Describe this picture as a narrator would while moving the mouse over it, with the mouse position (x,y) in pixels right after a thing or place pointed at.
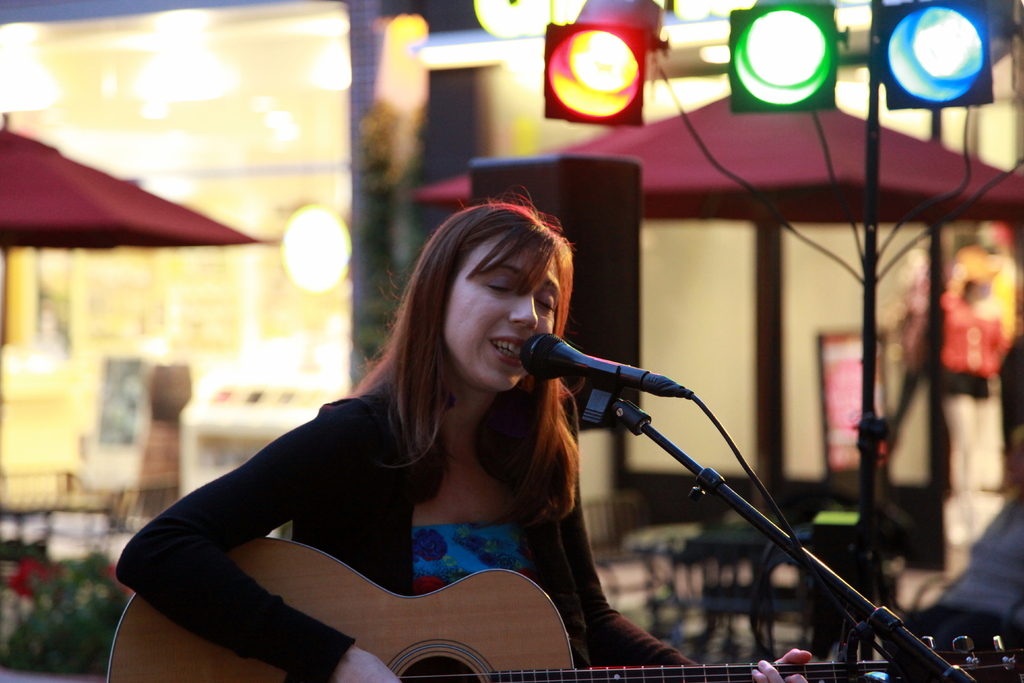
This picture shows a woman (318,471) playing guitar (413,625) and singing with the help of a microphone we see lights (988,28) and umbrellas (1009,211) on the back (940,5) and we see a building (166,261).
